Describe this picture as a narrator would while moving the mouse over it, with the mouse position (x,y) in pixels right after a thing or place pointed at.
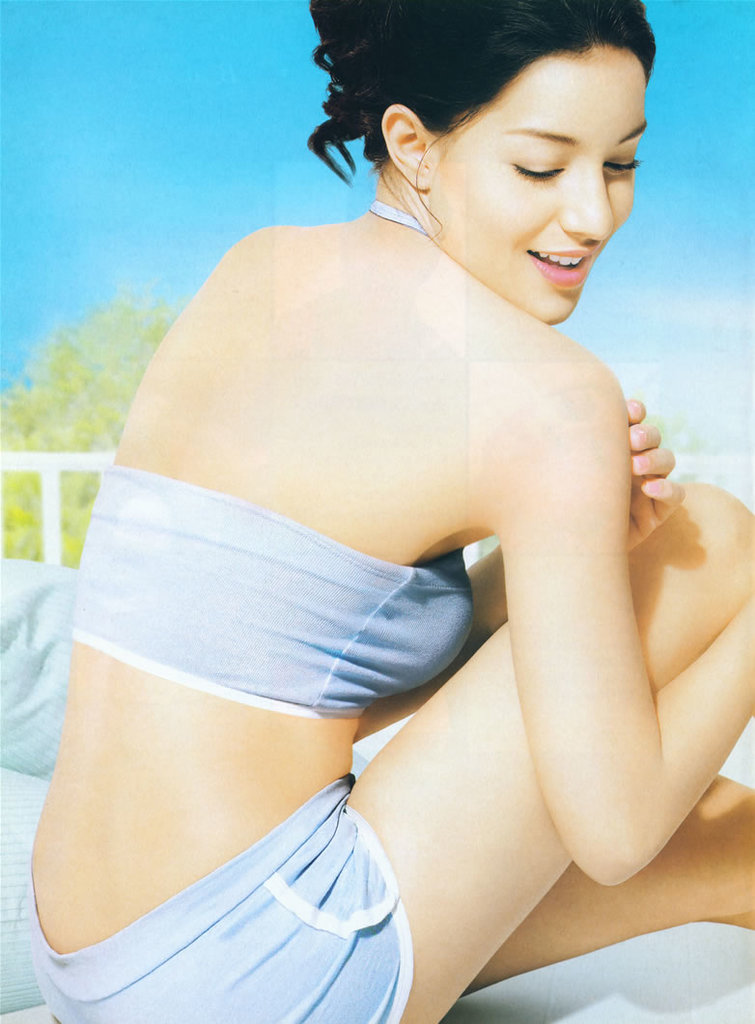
In this image there is a woman (444,514) sitting on the bed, there are objects (40,773) towards the left of the image (37,785) that looks like a pillow (12,702), there is a tree (85,422) towards the left of the image (98,411), at the background of the image (175,167) there is the sky (175,167), the background of the image (186,219) is blue in color.
